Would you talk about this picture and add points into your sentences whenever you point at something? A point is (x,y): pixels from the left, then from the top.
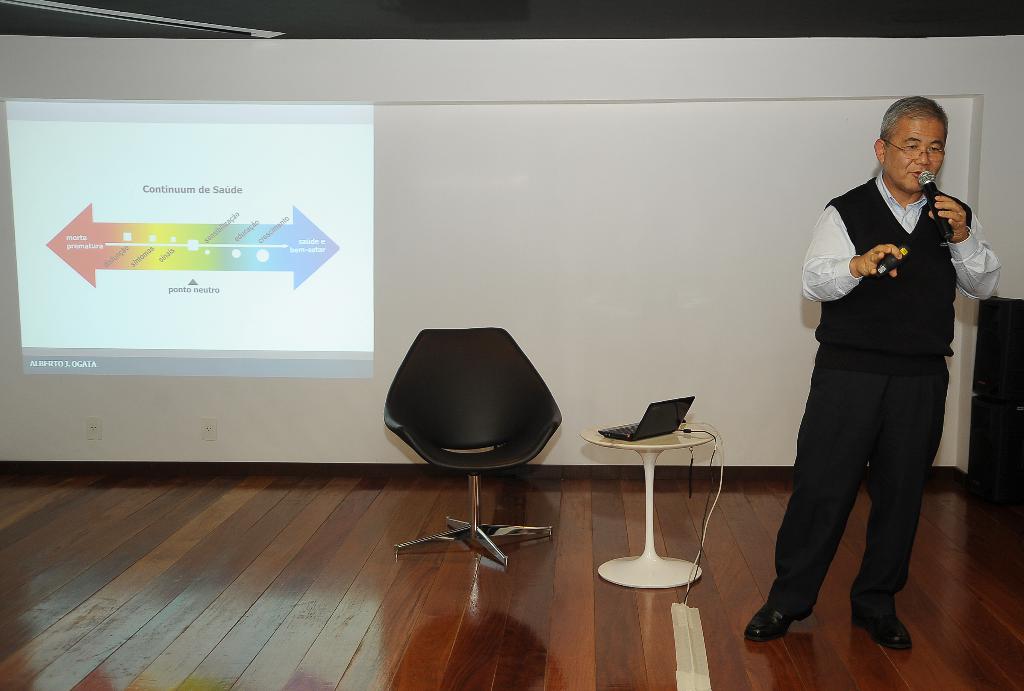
In the background (543,46) we can see the wall (542,77) and a projector screen (111,283). On the right side (971,249) we can see a man (927,308) holding an object (880,270) in his hand (893,254) and in the other hand (943,211) we can see a mike (936,178) and he is talking. He wore spectacles (919,155). On a table (704,435) we can see a laptop (674,416) and beside to a table (649,545) we can see a black chair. At the bottom (481,506) we can see the floor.
